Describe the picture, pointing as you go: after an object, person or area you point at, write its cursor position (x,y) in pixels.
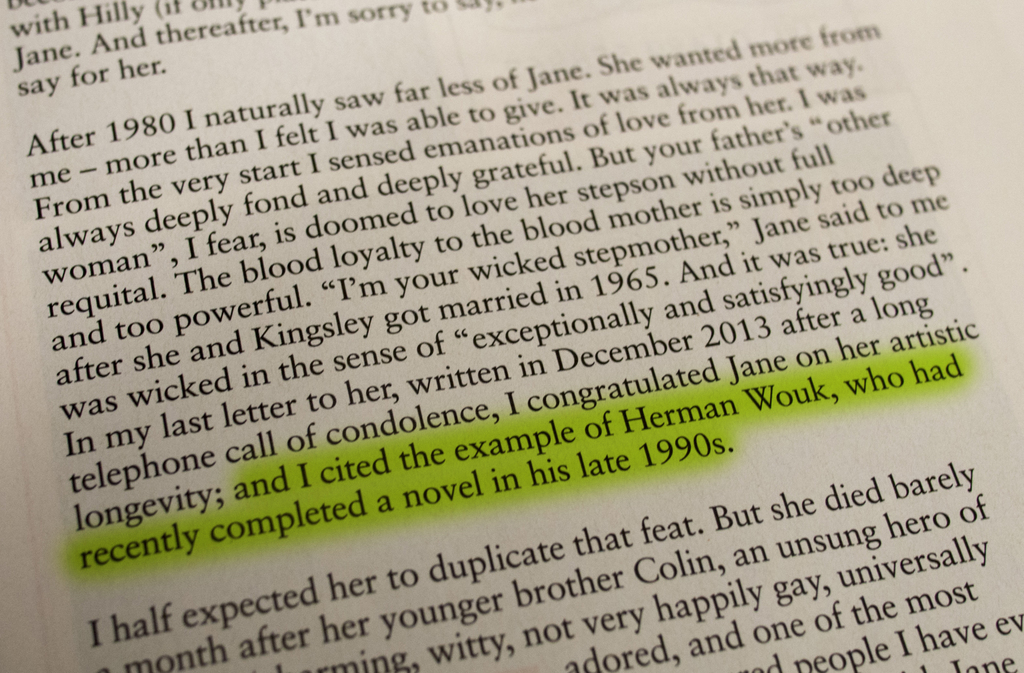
In this picture we can see a paper (476,628) with some text (588,367) on it.
